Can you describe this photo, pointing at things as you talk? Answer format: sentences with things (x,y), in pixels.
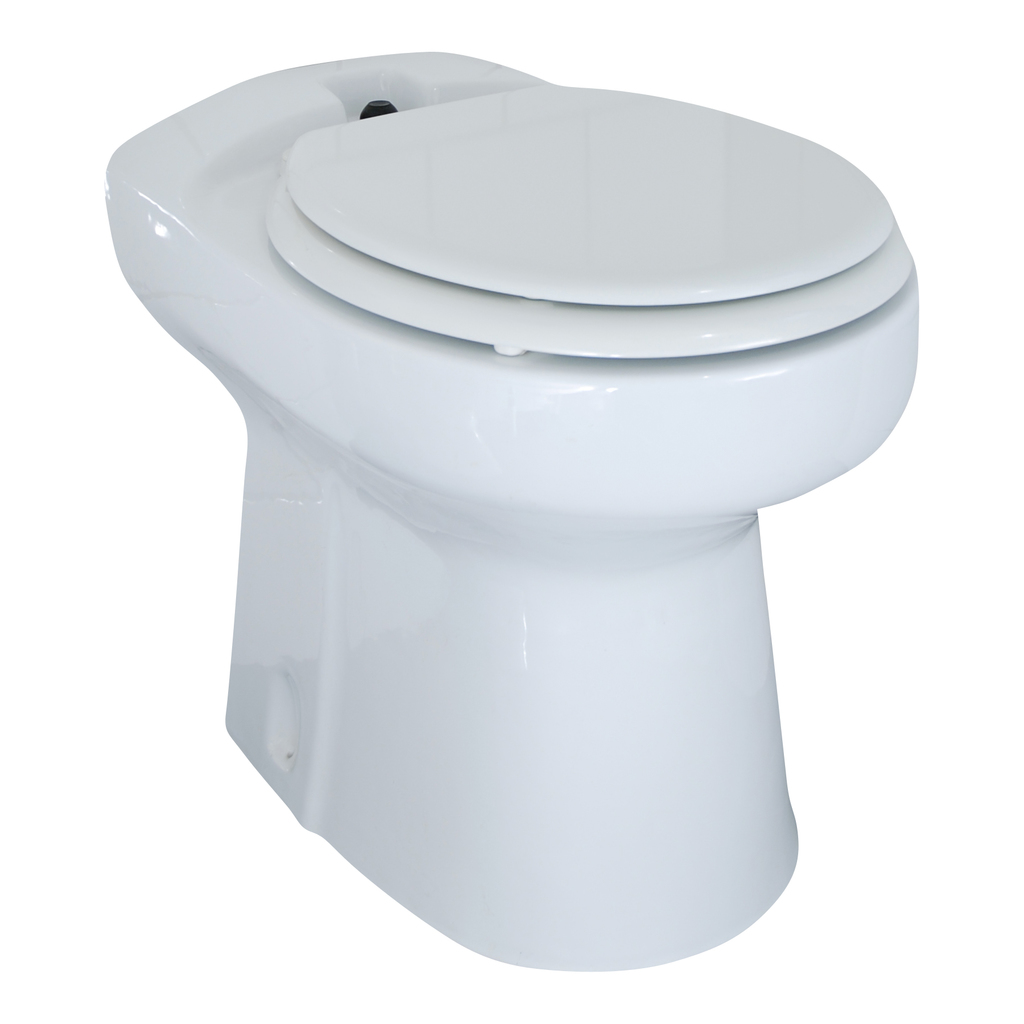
In this image, we can see a western toilet (528,434) and there is a white background (39,20).
